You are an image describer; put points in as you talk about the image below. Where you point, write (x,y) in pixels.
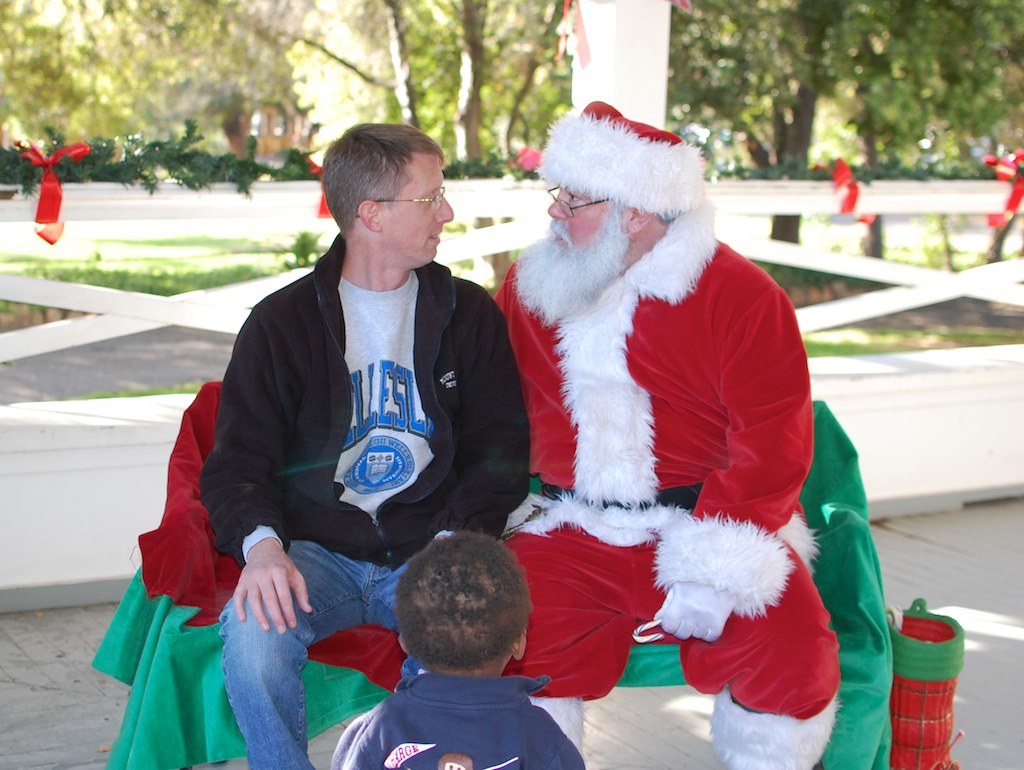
These two people (577,440) are sitting on a bench (207,616). This person (678,433) wore a Santa dress (551,438). In-front of them there is a boy (498,741). Background (303,87) it is blur. We can see fence (977,294) and trees (999,91).
